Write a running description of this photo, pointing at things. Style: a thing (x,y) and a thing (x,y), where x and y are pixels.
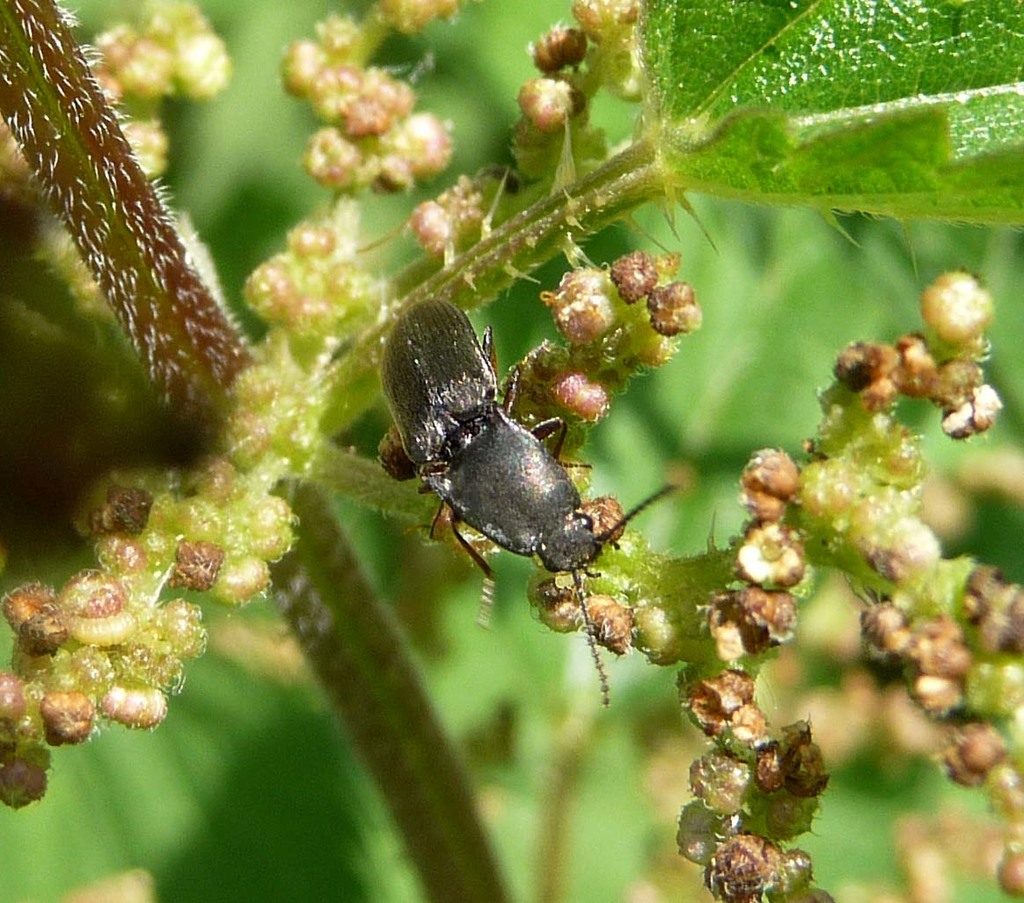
In this picture there is a beetle (527,502) in the center of the image (421,431) on the plant (507,265) and the background (737,396) area of the image is blur.
